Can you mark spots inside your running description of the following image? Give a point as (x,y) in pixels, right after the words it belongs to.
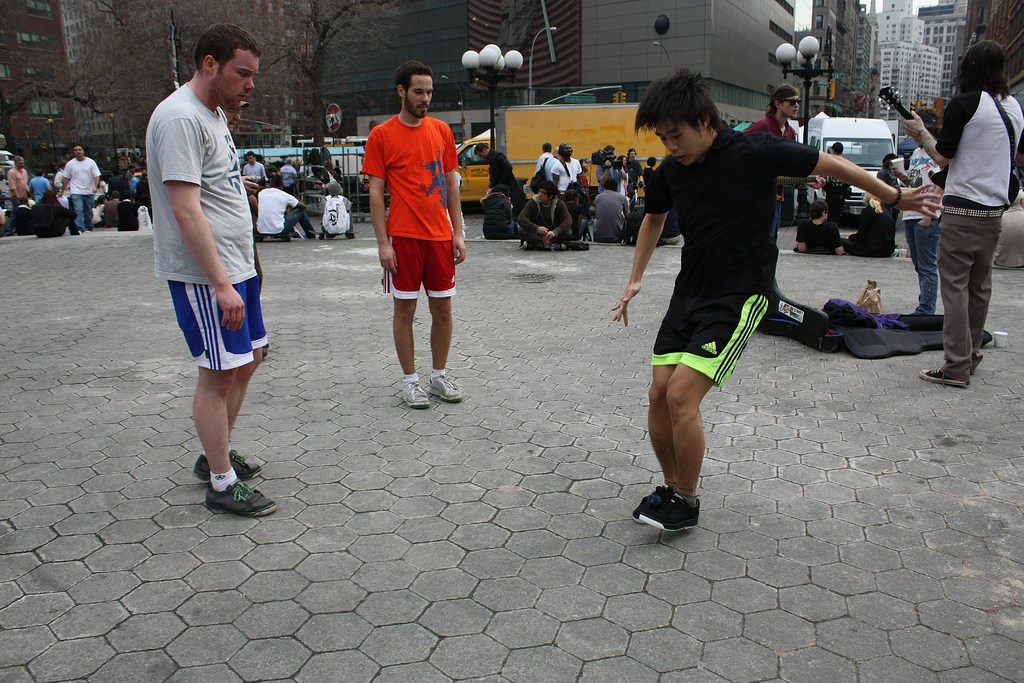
In this picture there are people (706,114) and we can see bags (826,323), poles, lights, vehicles (884,140), trees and ground (794,465). In the background of the image (308,113) we can see buildings (544,81), boards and sky (811,26).
